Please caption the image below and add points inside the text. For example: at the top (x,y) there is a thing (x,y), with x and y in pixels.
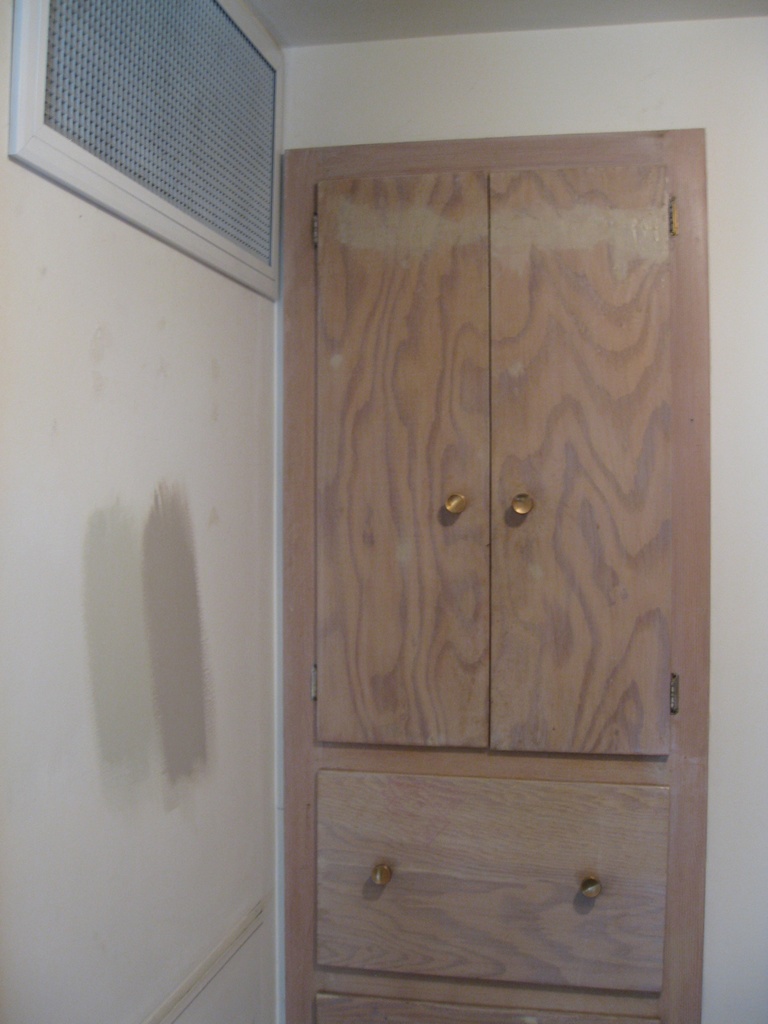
In this image there is a cupboard (522,387) and walls (213,597).
